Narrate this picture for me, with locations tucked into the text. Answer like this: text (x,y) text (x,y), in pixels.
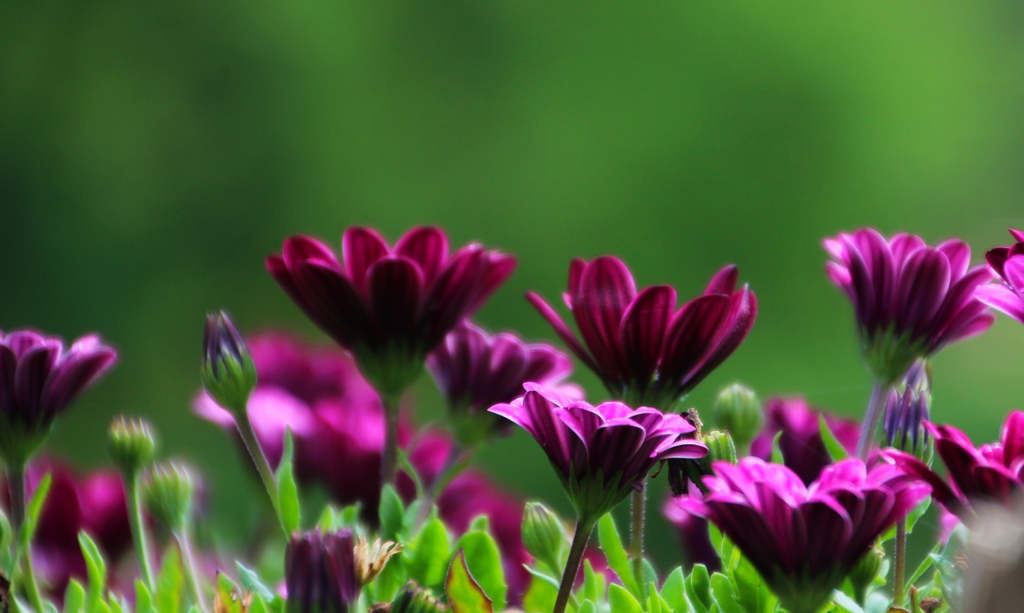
Here we can see flowers (763,466), buds (876,545), and leaves (672,584). There is a green color background (770,279).
